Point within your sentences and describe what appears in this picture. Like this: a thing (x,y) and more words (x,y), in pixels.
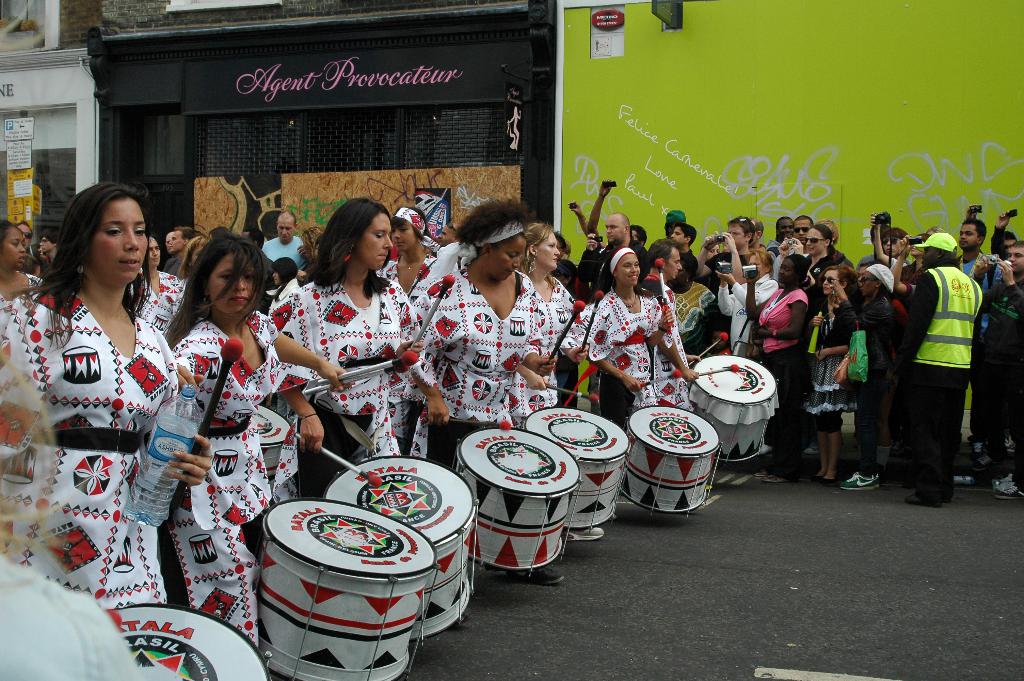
here in this picture there are woman (471,308) standing on the road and playing drums (512,490), some people (823,322) are standing away taking pictures and encouraging we can also see the rooms (485,109), walls (826,76) and text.
